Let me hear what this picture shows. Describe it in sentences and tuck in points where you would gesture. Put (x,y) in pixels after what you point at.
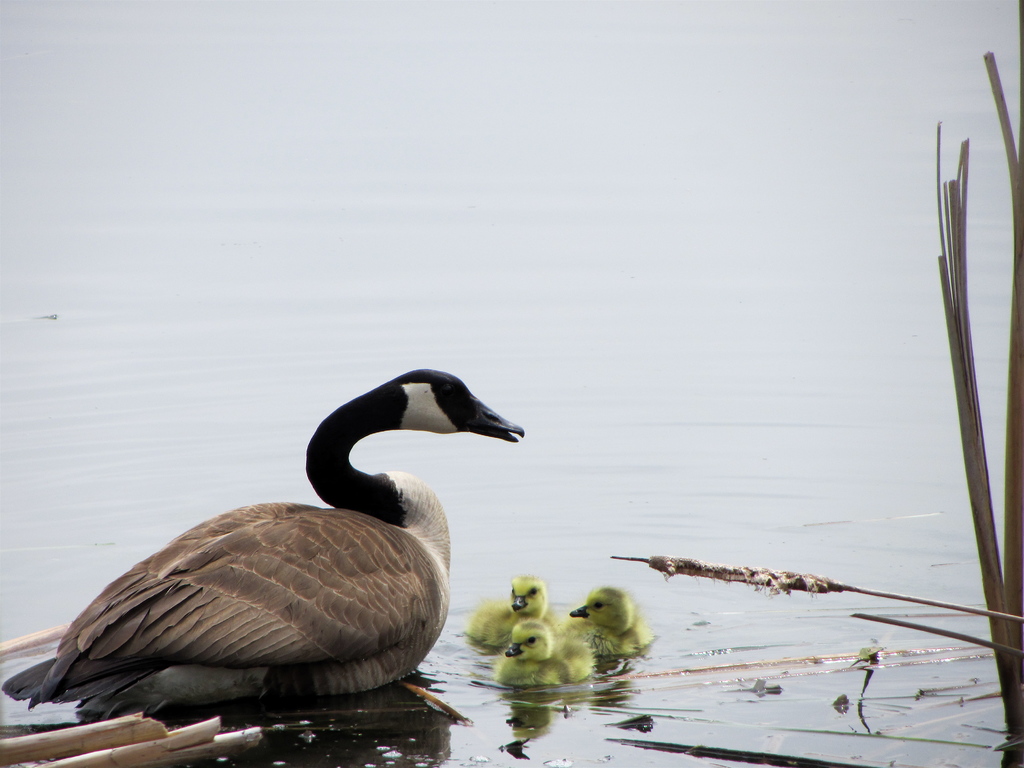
In this picture we can see a goose (355,589) and goslings (622,627) on the water (629,480), and also we can see few plants (1013,460).
